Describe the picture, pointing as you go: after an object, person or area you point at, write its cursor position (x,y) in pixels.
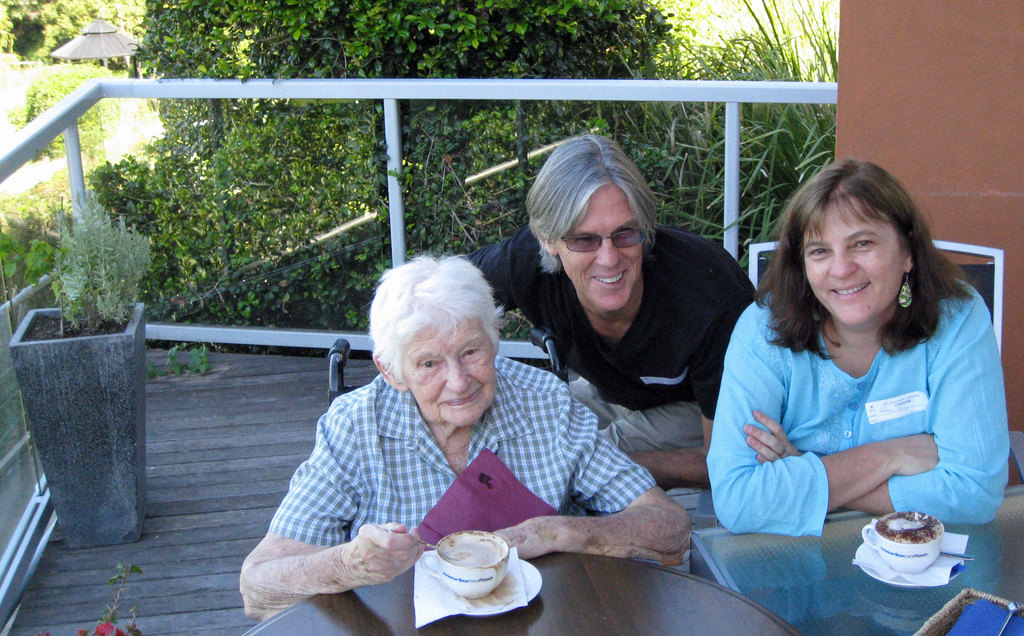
There are three persons (763,456) sitting on chairs (558,365) and this woman (605,459) holding spoon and we can see cups (895,555), saucers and tissue papers (883,569) on tables (802,569). On the background (213,314) we can see trees (459,23), plant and wall (950,173).
